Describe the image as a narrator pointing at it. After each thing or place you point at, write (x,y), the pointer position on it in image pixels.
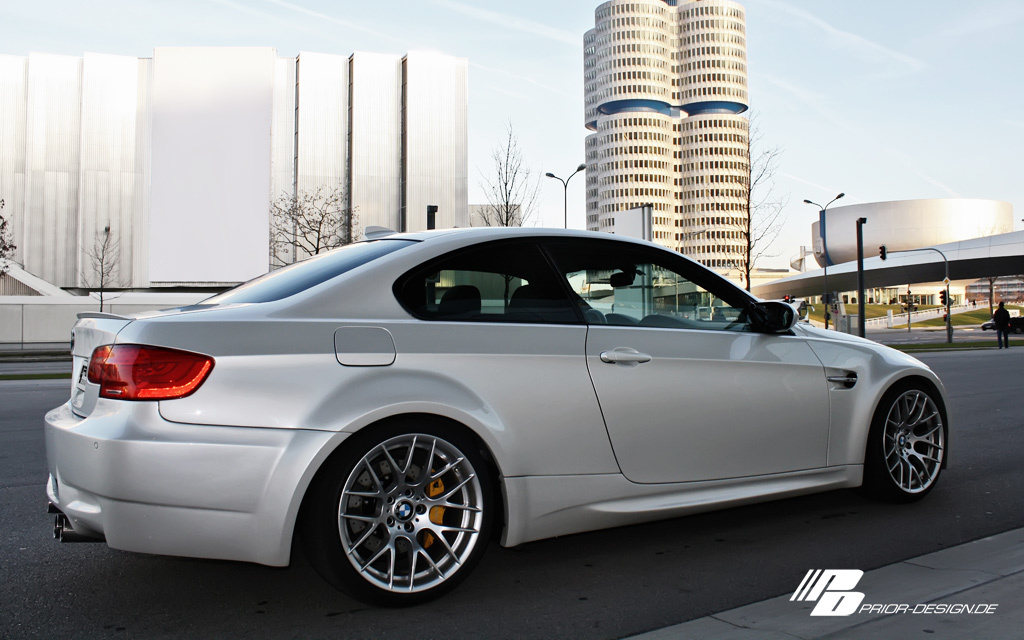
In this picture we can see a car (420,418) on the road (479,587). Behind the car (419,348), there are trees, buildings (436,200), street lights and grass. On the right side of the image (983,253), there is a bridge (970,251), a pole (947,306) and some objects (804,306). In the bottom right corner of the image (965,607), there is a watermark (967,605).
